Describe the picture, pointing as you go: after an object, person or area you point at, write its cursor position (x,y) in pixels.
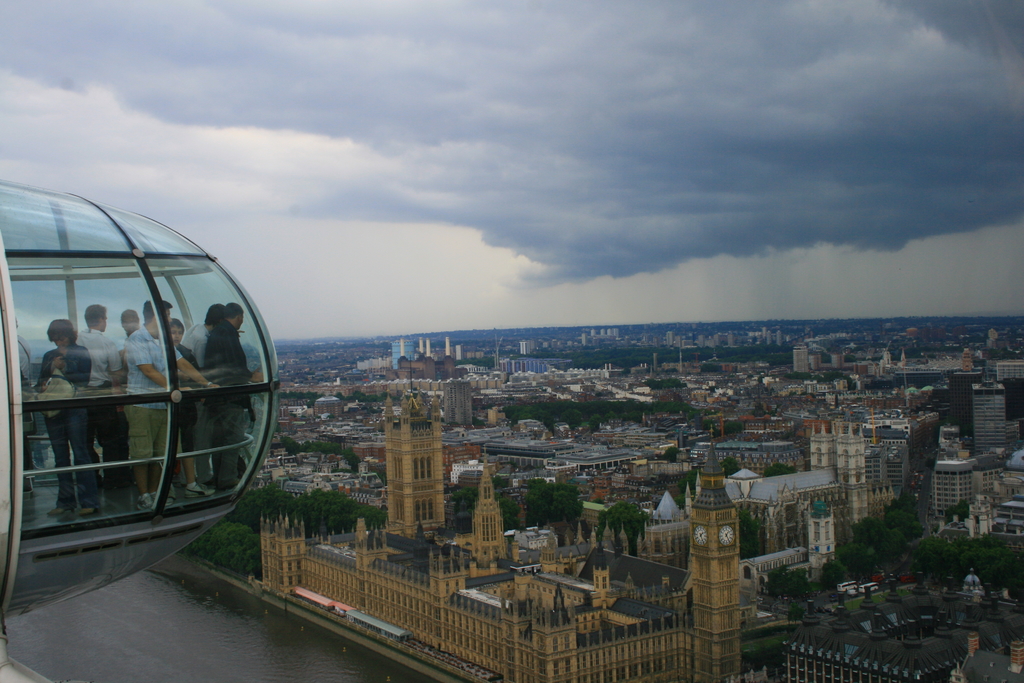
This is the picture of the view of a place where we have some buildings (536,348), houses (559,383), trees (599,405), roads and some other things (79,640) around and to the side there is a glass room (174,315) in which there are some people (70,329).
